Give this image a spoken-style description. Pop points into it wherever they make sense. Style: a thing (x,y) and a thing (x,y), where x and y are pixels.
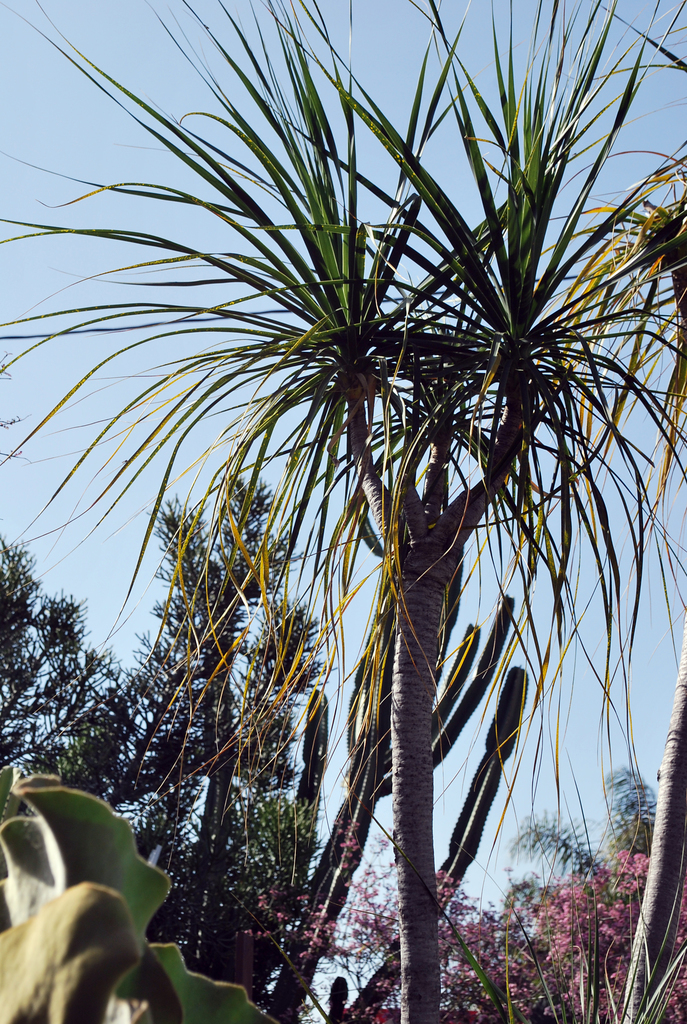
As we can see in the image there are trees (271,818), flowers (560,943) and sky (227,161).
